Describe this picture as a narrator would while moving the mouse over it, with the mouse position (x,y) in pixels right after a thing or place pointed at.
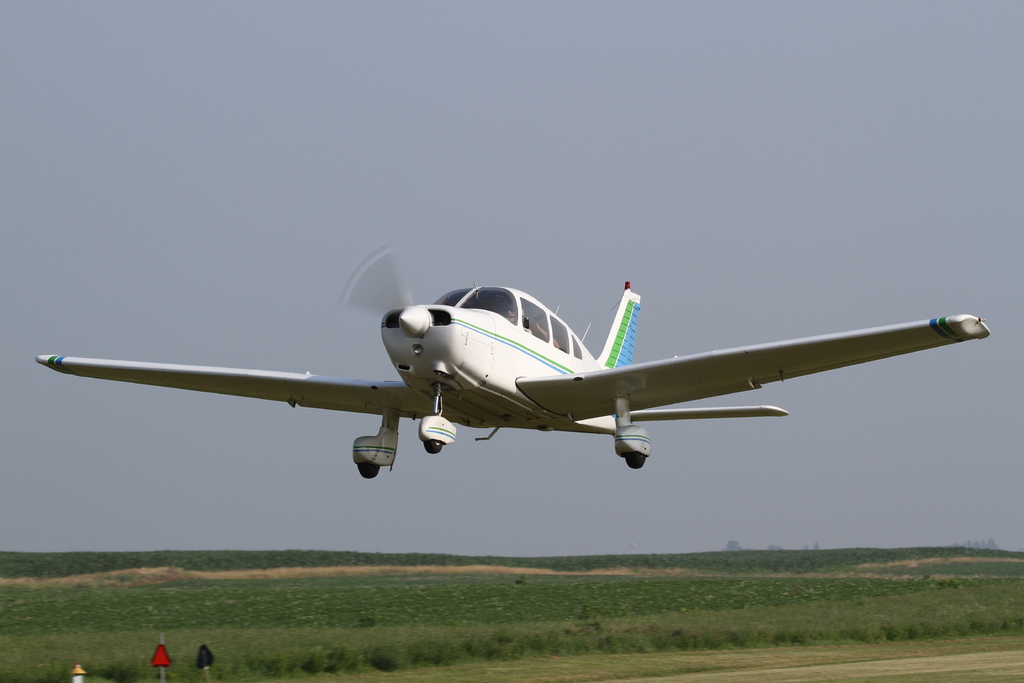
In the foreground of this image (401,376), there is a plane (437,393) in the air (489,452). On the bottom (575,613), there is the greenery (437,613). On the top (346,85), there is the sky (291,91).
